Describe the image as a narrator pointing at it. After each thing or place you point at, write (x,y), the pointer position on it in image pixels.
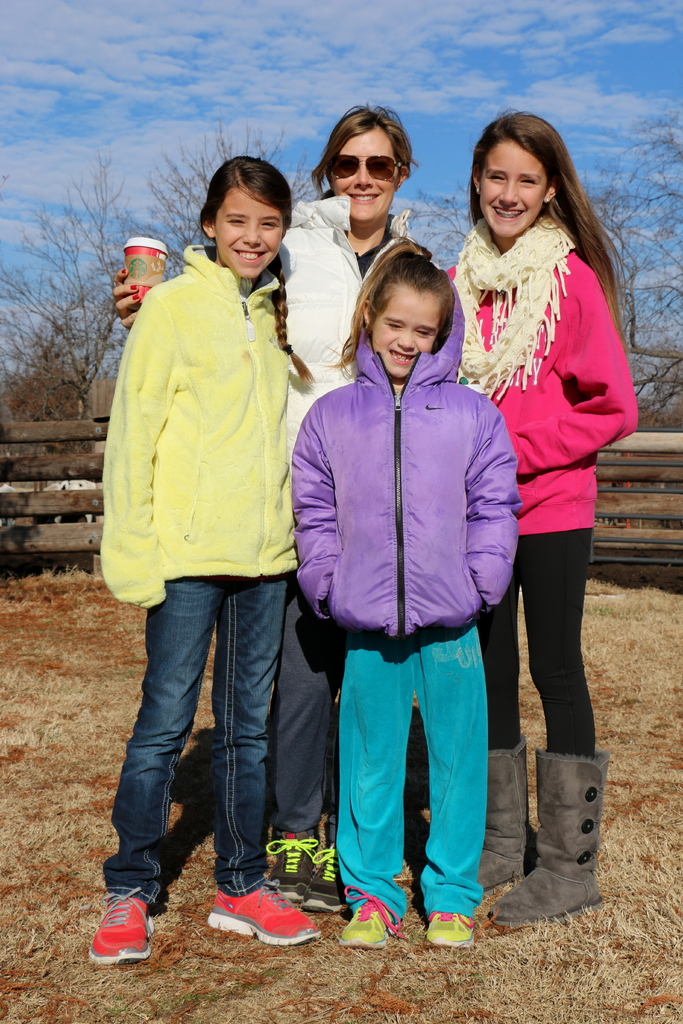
In this image we can see few persons (308,558) are standing on the ground (192,872) and a woman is holding a cup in her hand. In the background (44,470) we can see fence (44,470), trees (34,362) and clouds (91,95) in the sky (640,53).
